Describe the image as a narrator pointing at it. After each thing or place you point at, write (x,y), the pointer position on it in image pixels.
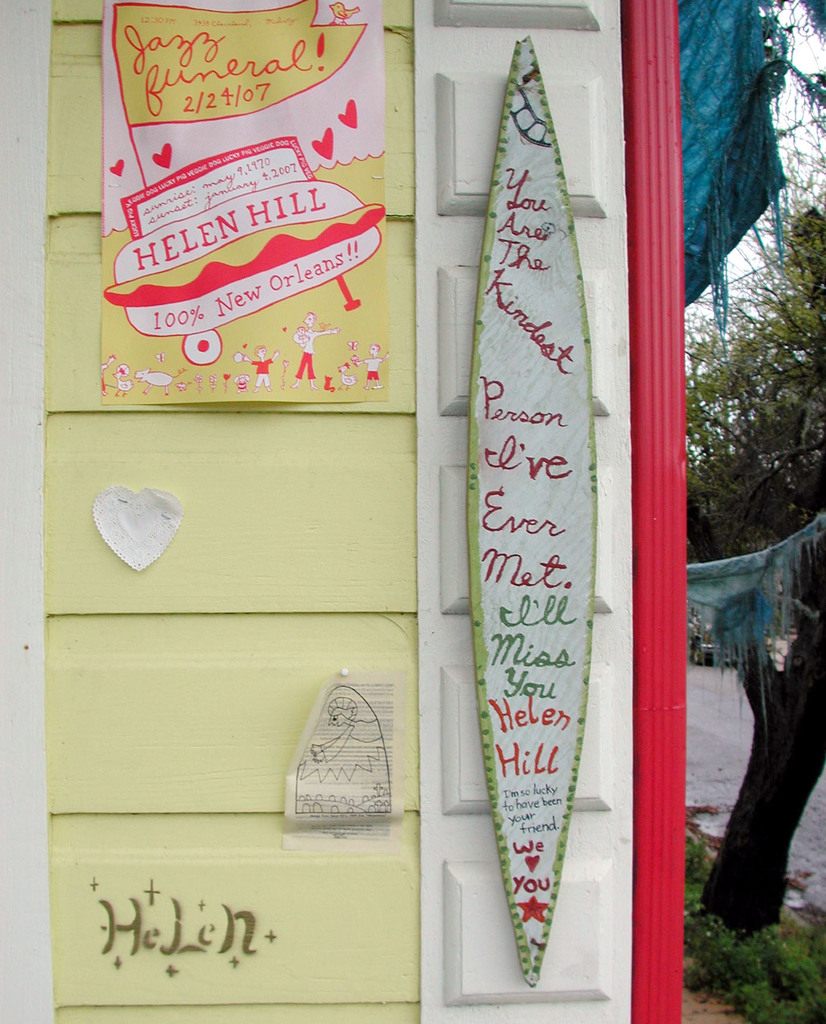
In this picture we can see a wall (47,645) with papers (260,364) and other things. On the right side of the wall (302,625) there are trees (806,229), a path (720,736) and a sky (806,146).
